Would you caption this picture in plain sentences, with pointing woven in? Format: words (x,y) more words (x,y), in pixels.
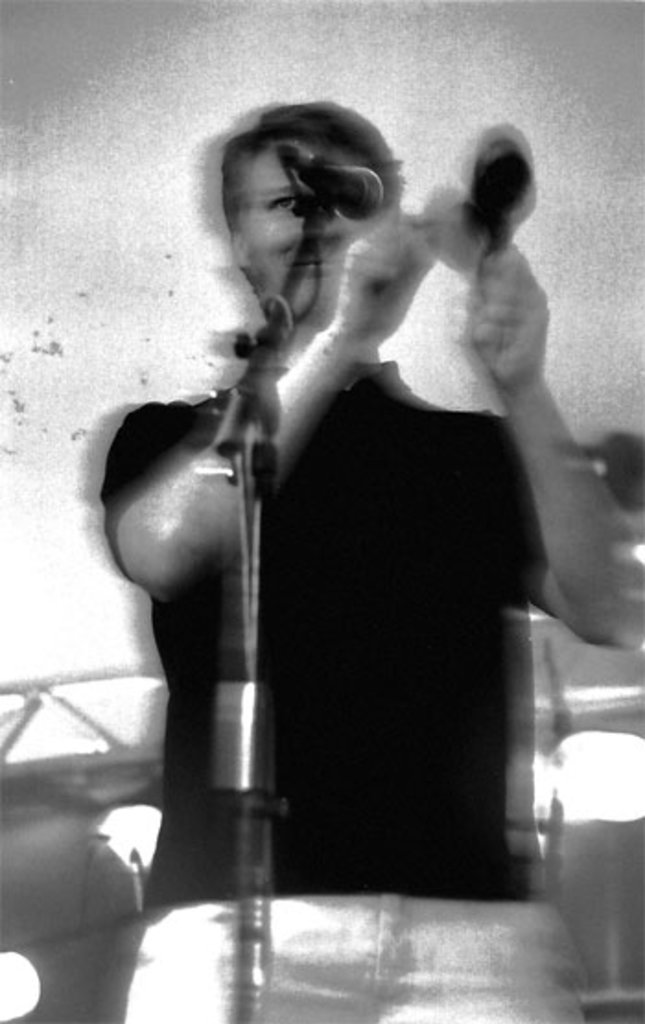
This looks like a black and white image. Here is the man (432,709) standing and holding an object (493,240) in his hands (429,263). This is the mike (353,208), which is attached to the mike stand (238,961).
